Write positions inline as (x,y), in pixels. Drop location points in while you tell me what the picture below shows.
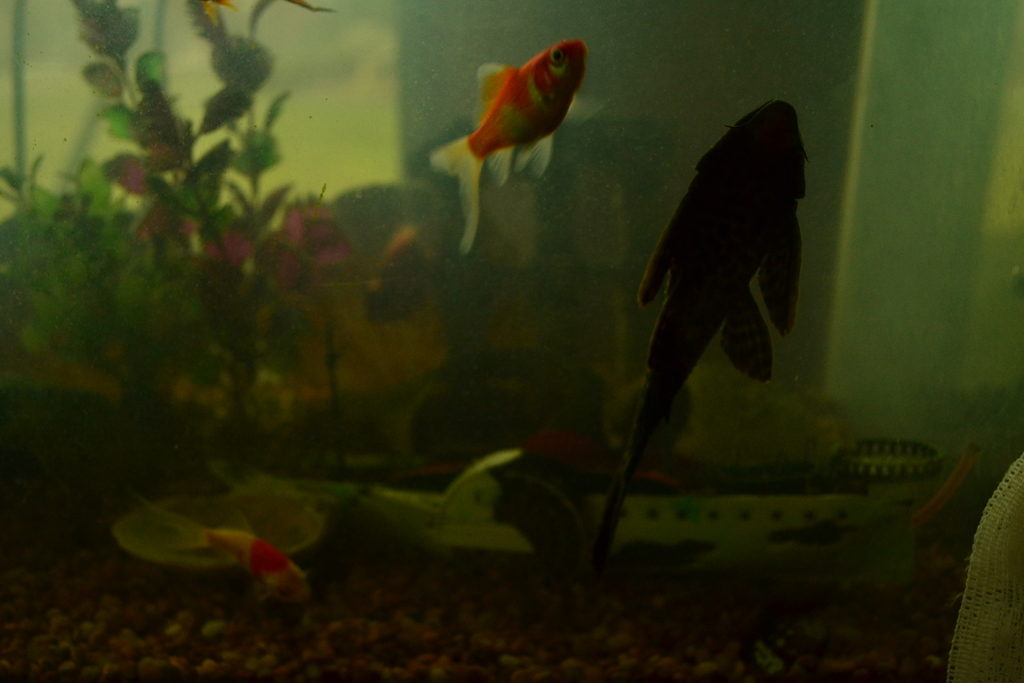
In this picture there is an aquarium (344,632). In that aquarium (532,301) I can see the water (612,331), fishes (733,297) and plants (279,274).
